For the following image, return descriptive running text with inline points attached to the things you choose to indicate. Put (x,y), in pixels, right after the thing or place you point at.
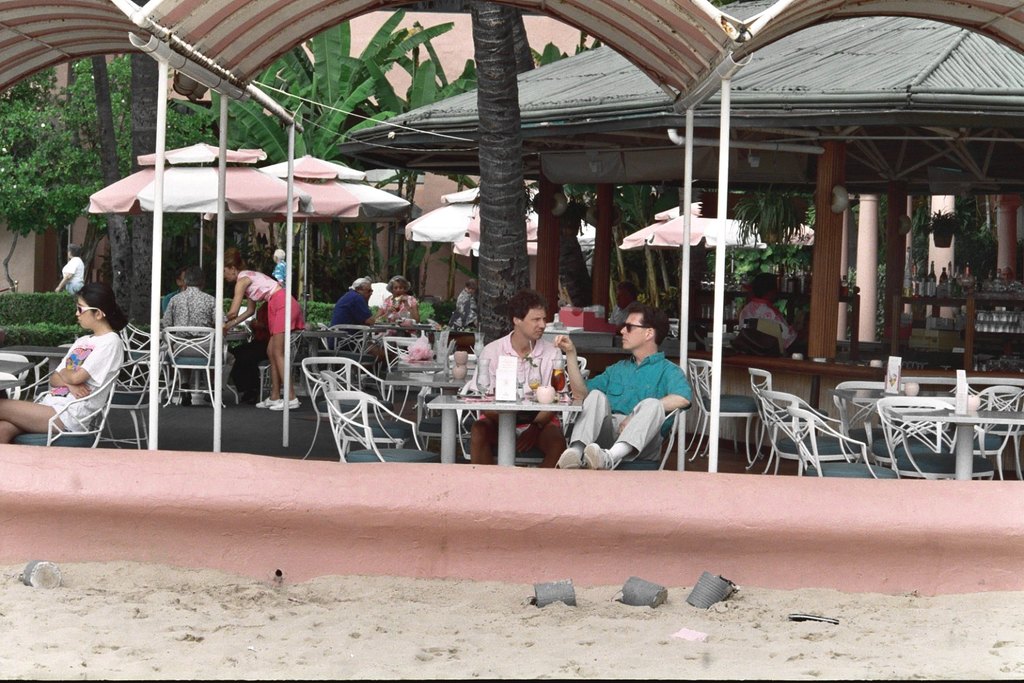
There are two man (595,386) sitting on a chair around a table (566,405). To the left side (71,359) there is a woman (75,382) sitting on a chair (91,414) under a tent (59,57). At the background (204,302) there are few people (248,291) sitting under an umbrella (251,201). To the right side (981,174) there is hut (963,154) in which there are bottles (933,272), glasses (978,324), boxes (918,339) and a pillar (828,288). In the background (514,233) there is tree (501,215) and a wall (438,52). At the bottom (505,634) there is a sand (368,627).
